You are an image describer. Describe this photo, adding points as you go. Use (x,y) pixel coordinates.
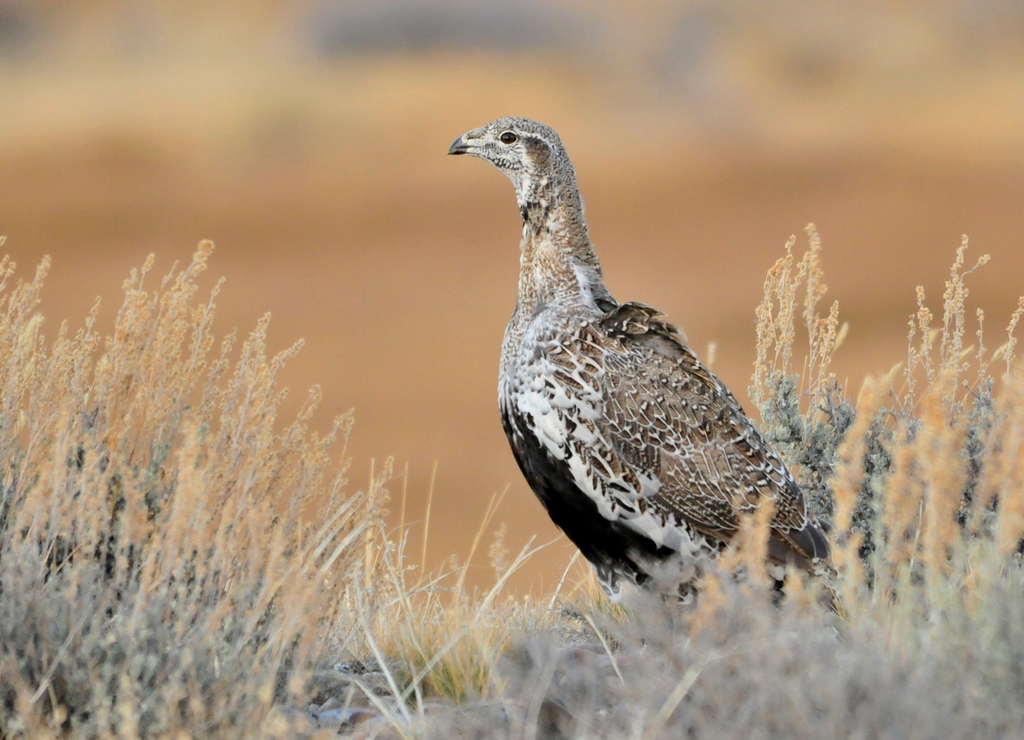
In this image we can see a bird (712,406) on the grass (624,605). The background of the image (195,87) is blurred.
